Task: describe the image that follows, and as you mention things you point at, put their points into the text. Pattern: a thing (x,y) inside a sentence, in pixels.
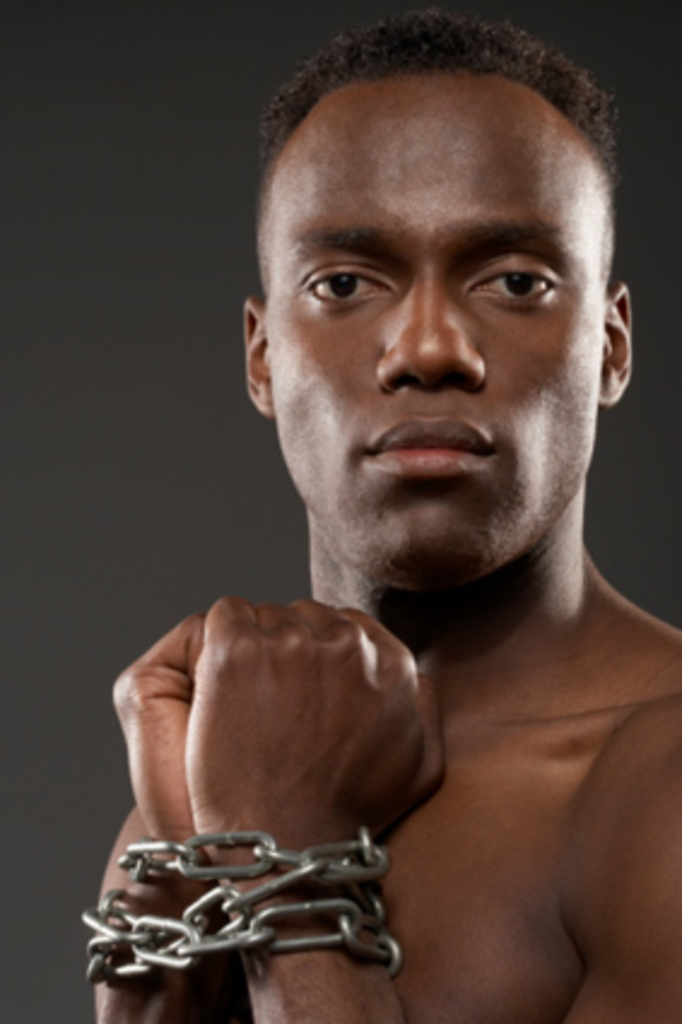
In this image I can see the person (335,406) whose hands (300,885) are tied with the metal chain (240,905). And there is a black background (171,510).
